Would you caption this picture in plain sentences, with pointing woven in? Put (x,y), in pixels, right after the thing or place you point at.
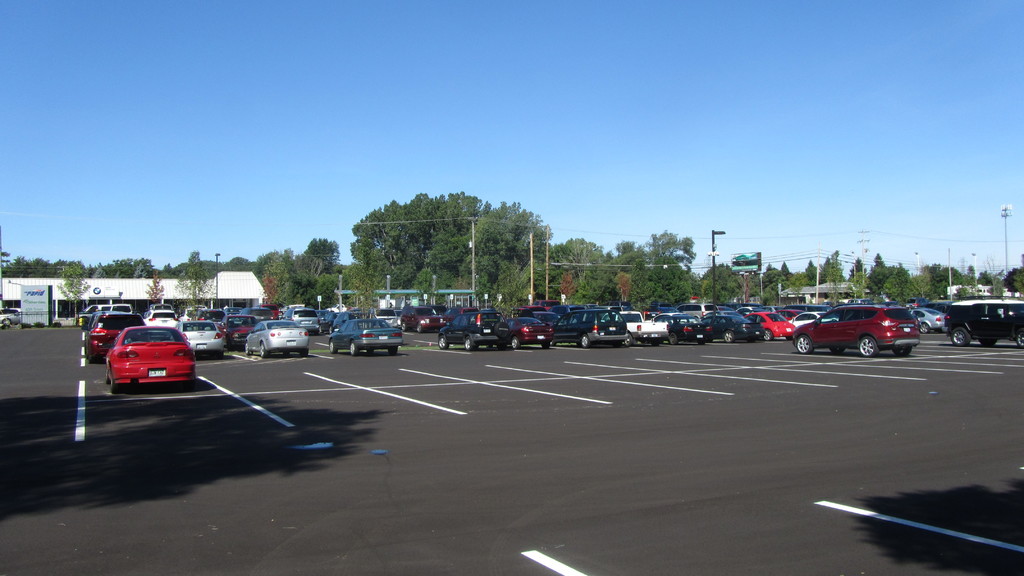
This picture is clicked outside. In the center (417,319) we can see the group of cars (873,301) and we can see some buildings (105,285). In the background (140,257) we can see the sky (189,155), trees (382,249), poles (1006,257), metal rods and some other objects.
